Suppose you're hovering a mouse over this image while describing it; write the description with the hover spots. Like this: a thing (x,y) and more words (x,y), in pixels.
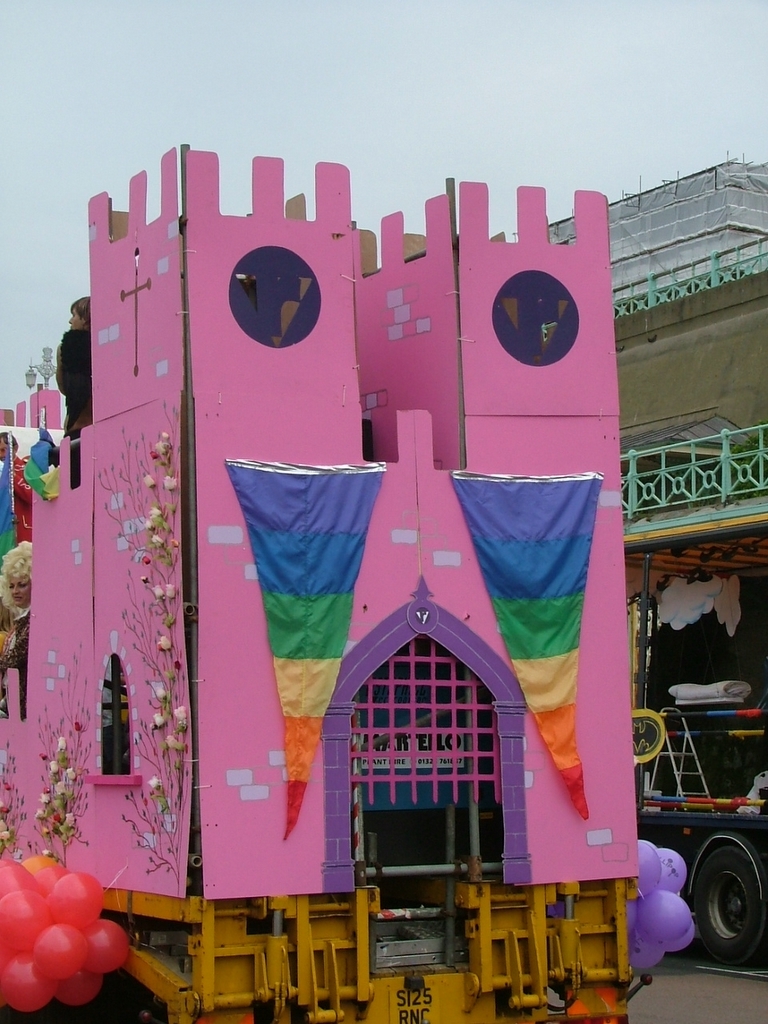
In this image, we can see a building models (549,436) on vehicles (697,905). There are balloons (56,937) in the bottom left of the image (74,880). There is a sky (456,87) at the top of the image (456,87).
